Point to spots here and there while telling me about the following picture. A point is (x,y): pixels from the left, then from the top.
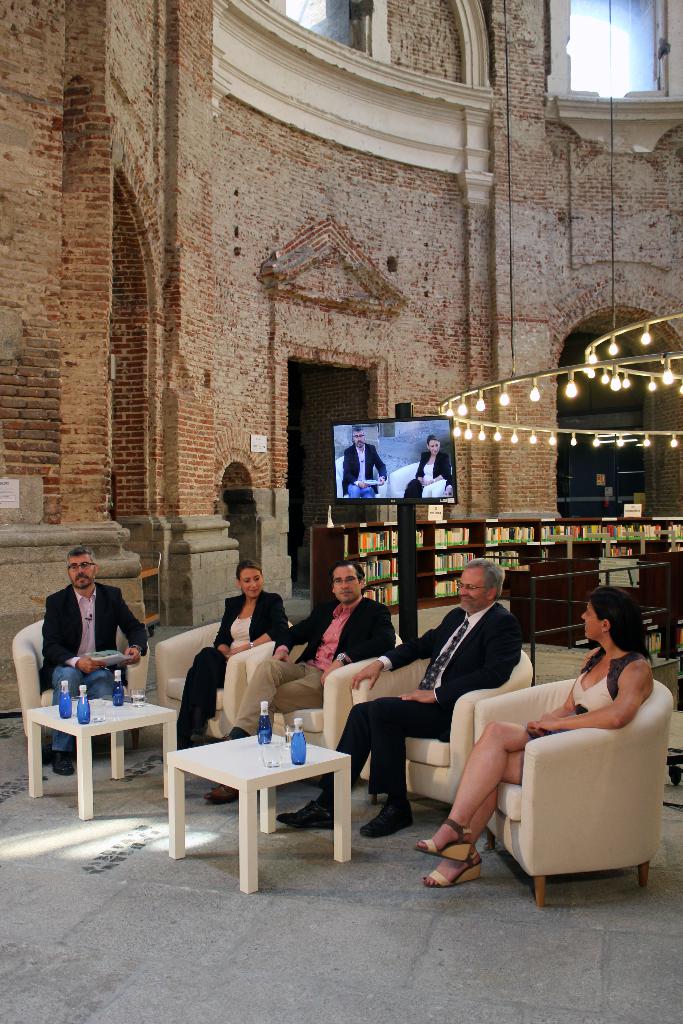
This picture shows a big building (471,304) and a television (427,448) and new lights (638,372), And 5 people (74,680) seated on the chairs (625,815), three are men (328,608) and two are woman (261,638). in front of them there are two tables (87,755) on the table (78,720) we can see water bottles (81,702).
